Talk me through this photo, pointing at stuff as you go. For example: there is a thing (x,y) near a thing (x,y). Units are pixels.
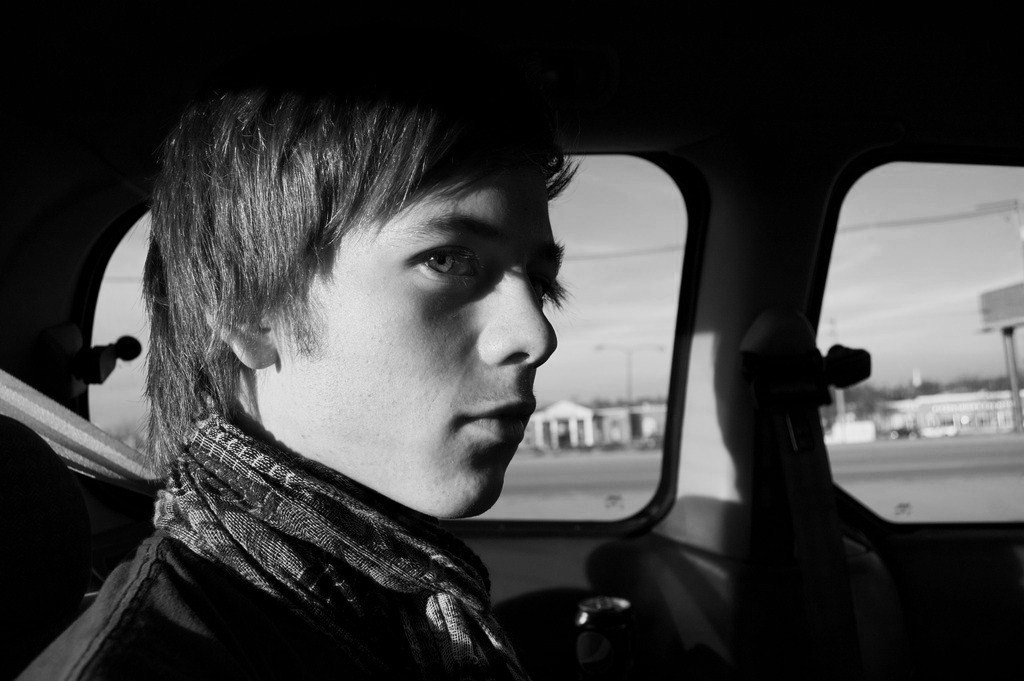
In this image we can see this person (252,381) is sitting in the car (686,563).
